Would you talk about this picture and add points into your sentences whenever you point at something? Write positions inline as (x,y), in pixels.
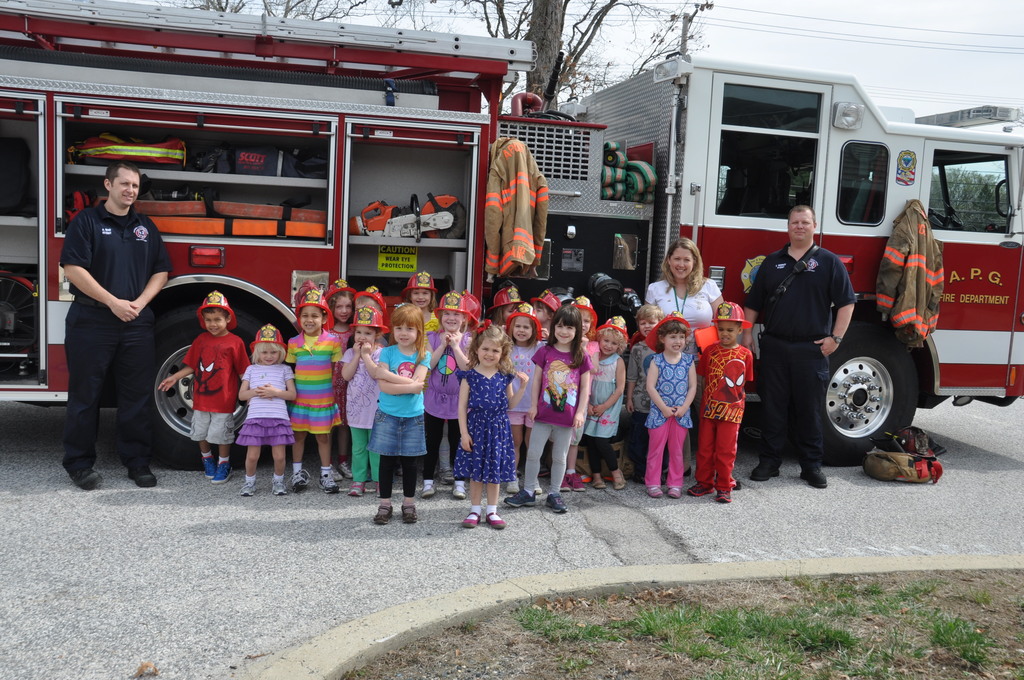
In this image we can see a group of people (462,404), among them some people (441,401) are wearing the caps (411,284), behind them, we can see a vehicle (376,110), in the vehicle (518,279) we can see objects (277,215) like bags (181,156) and some other things (391,204), in the background (576,48), we can see the trees (551,28) and the sky (820,39), also we can see two jackets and some bags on the ground (58,506).
